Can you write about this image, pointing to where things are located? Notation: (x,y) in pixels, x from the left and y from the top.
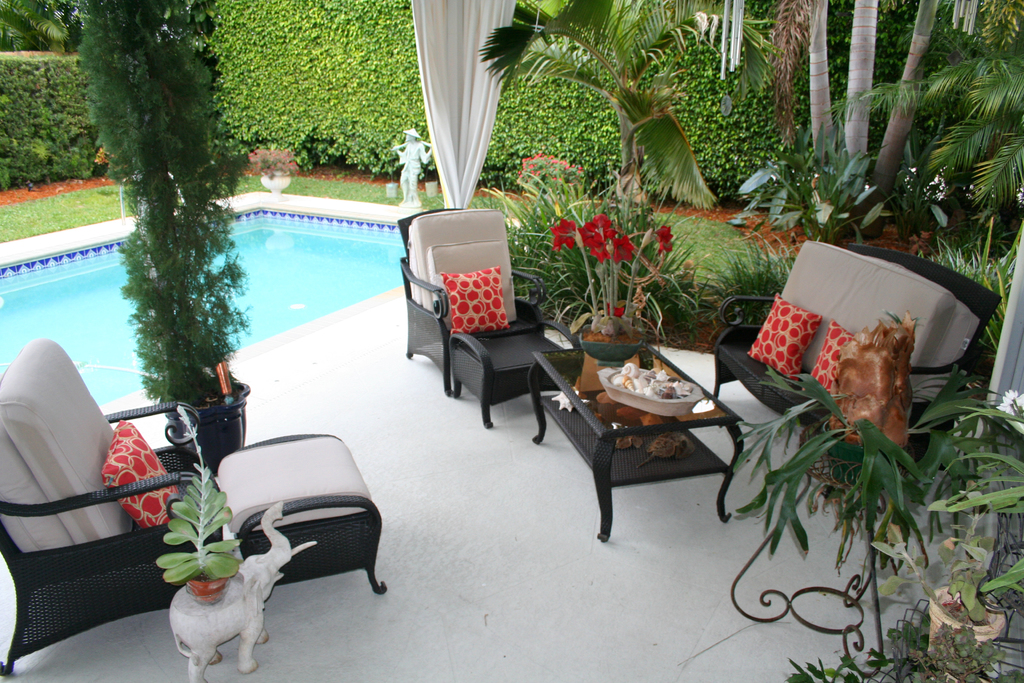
In this image there are couches (540,295), there is a couch (87,481) truncated towards the left of the image (61,480), there are pillows (475,284) on the couch (823,312), there is a table (604,407), there are objects (637,405) on the table (723,404), there are plants (941,93) truncated towards the right of the image (962,94), there are plants (795,72) truncated towards the top of the image (37,18), there are plants (15,132) truncated towards the left of the image (35,80), there is a swimming pool (78,301) truncated towards the left of the image (104,272), there are flower pots (285,175), there is the grass (355,184), there is a curtain (472,40) truncated towards the top of the image (467,63).
